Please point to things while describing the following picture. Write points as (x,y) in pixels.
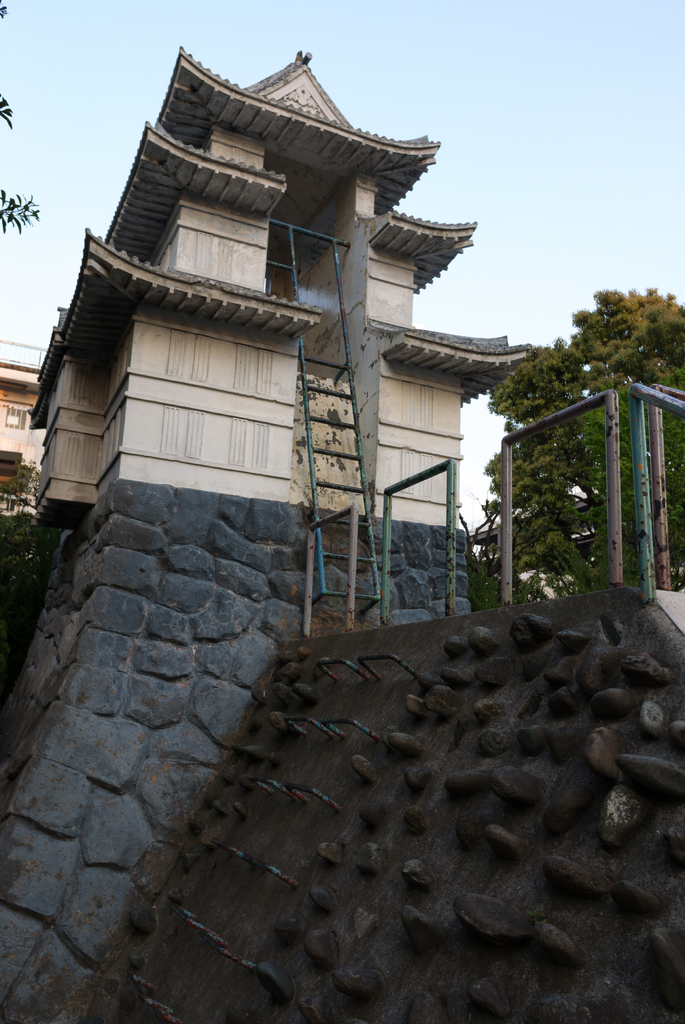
In this image I can see the wall (149,722) which is made of rocks (128,660), few metal rods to the wall (222,708), the railing (352,545), few stairs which are made with metal rods (368,494) and a building (243,271) which is cream in color. In the background (587,501) I can see another building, few trees (564,435) and the sky (514,153).
